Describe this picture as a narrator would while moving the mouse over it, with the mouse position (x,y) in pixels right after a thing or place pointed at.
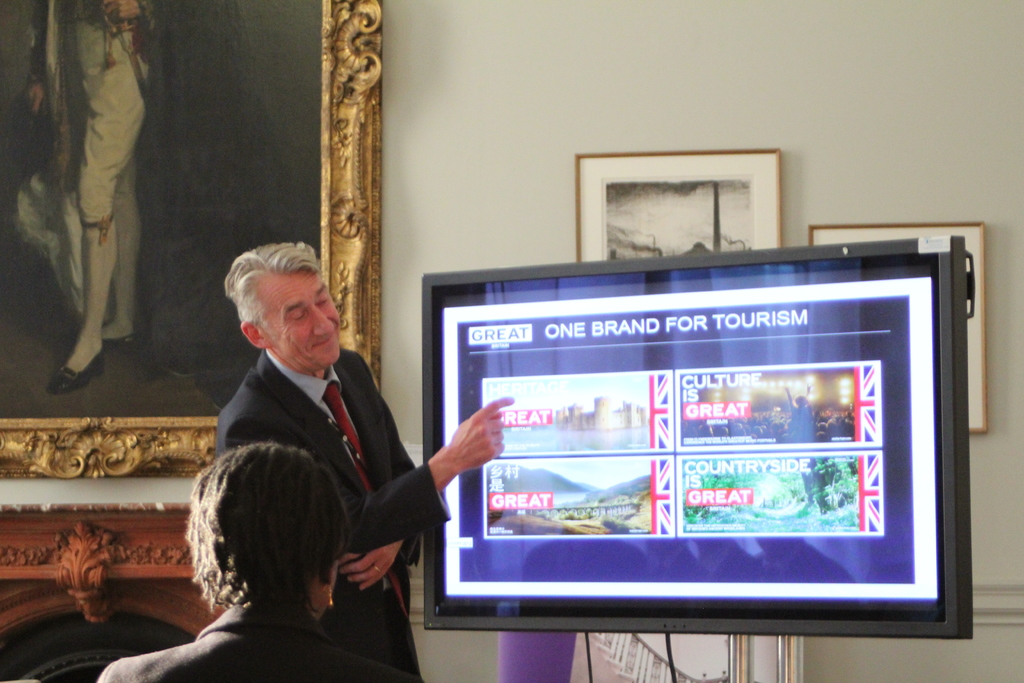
In this image we can see a man (482,448) standing beside a television (581,553) containing some text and pictures (776,513) on its screen (757,512). We can also see a woman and some photo frames (150,224) on a wall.
